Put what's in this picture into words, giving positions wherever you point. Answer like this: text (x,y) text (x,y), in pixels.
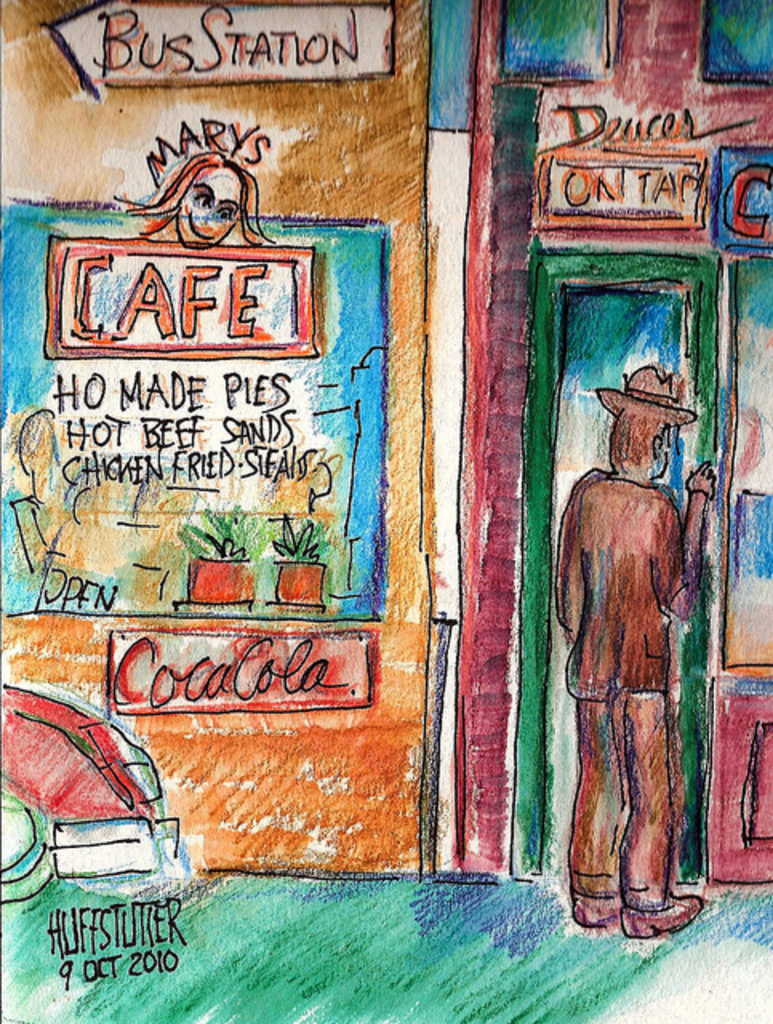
In this image, we can see a painting (108,490).
